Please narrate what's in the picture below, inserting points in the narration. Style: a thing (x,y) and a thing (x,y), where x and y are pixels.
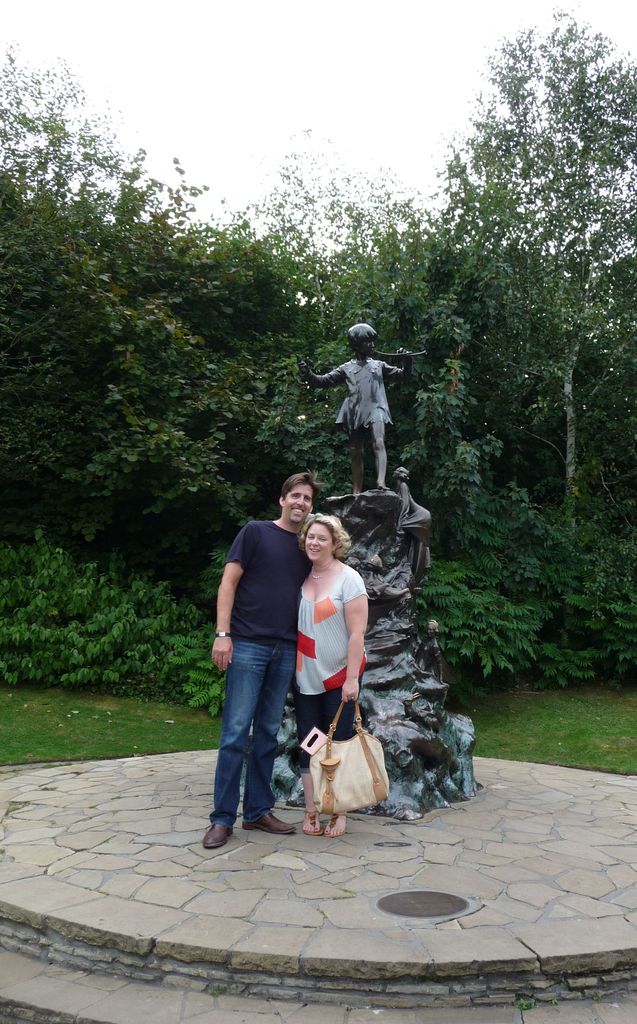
In this image i can see a woman (340,615) and man (279,587) standing, woman (355,657) holding a bag (370,744) at the back ground (369,375) i can see a statue (362,389), some trees (516,277), a sky (456,132).
